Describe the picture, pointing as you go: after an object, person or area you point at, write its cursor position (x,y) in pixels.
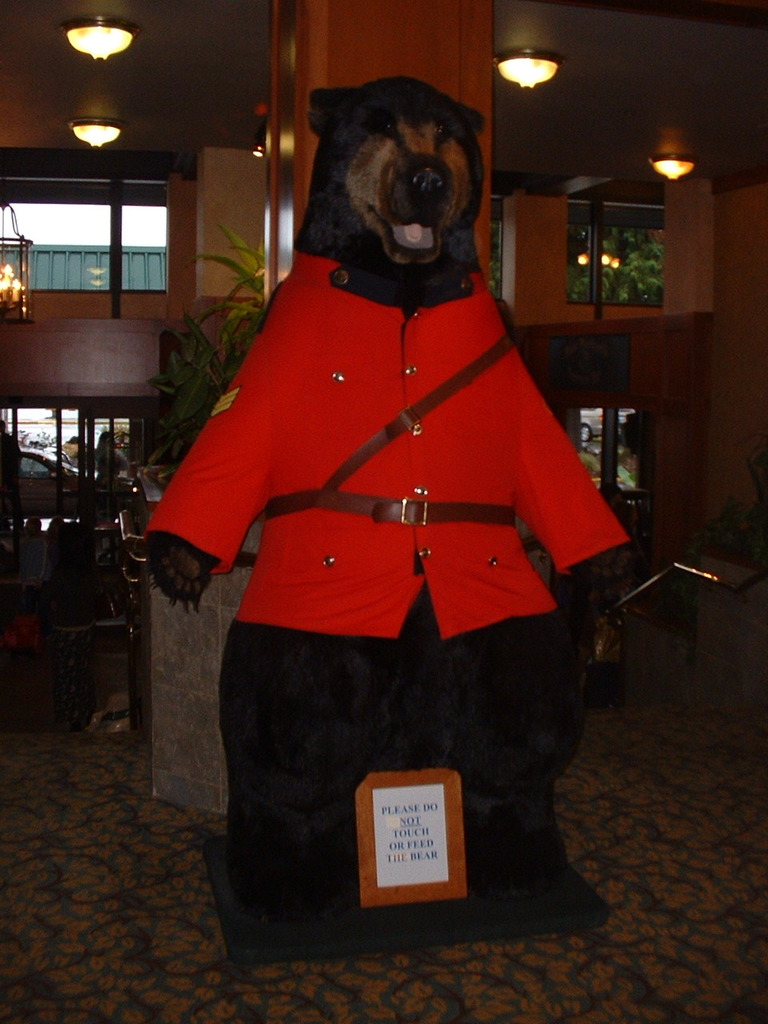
In this image I can see a bear (373,298) standing wearing a red shirt (296,484). There is a board (380,849) below it. There is a pillar (276,10), plants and fence (81,245) behind it. There are lights (81,123) at the top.
